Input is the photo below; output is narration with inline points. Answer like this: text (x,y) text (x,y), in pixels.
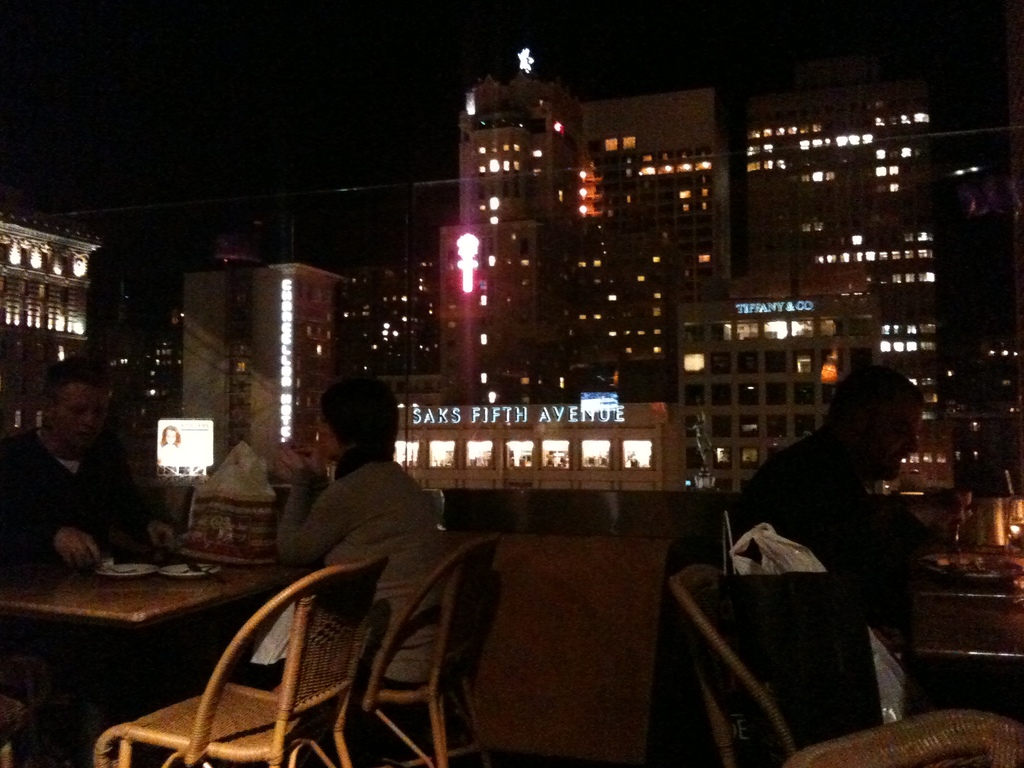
This is clicked on a roof top (647,707) of a building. There are people (409,606) sitting on chairs (250,633). In front of them there is table (184,577). It is looking like they are having food (198,568). In the background (527,418) there is building (363,318). And it is night time.
